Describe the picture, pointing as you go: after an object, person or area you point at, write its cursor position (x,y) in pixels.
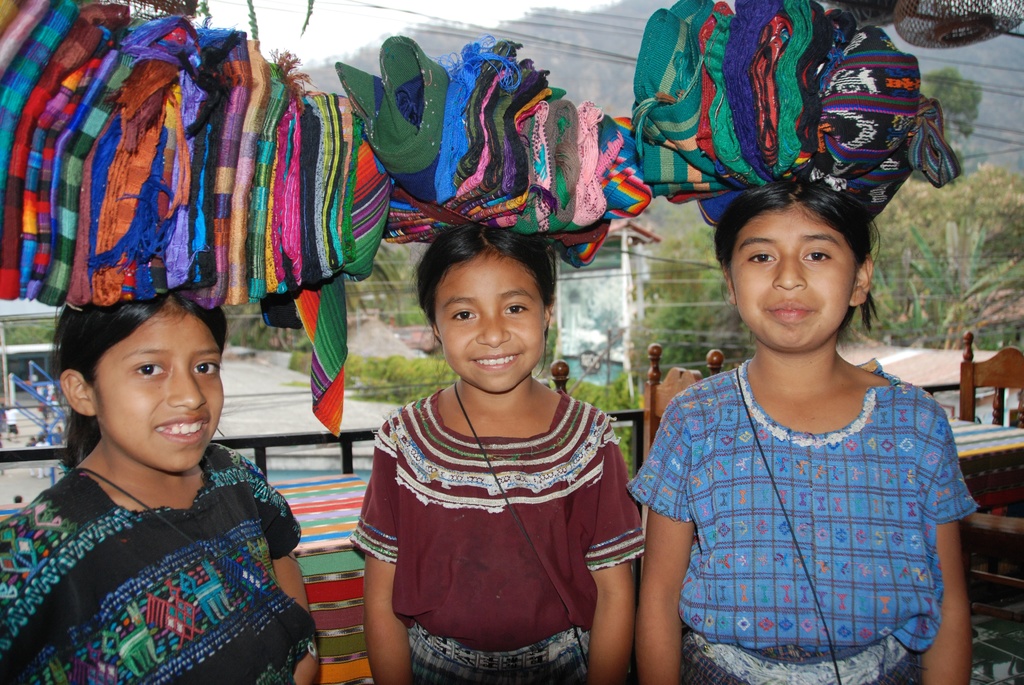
In this image we can see three girls (781,309) with some clothes (695,137) on their heads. In the background of the image (620,112) there are trees (675,271), mountain (611,33), road (312,421). To the right side of the image (995,372) there are chairs (986,381) and tables (958,433).
